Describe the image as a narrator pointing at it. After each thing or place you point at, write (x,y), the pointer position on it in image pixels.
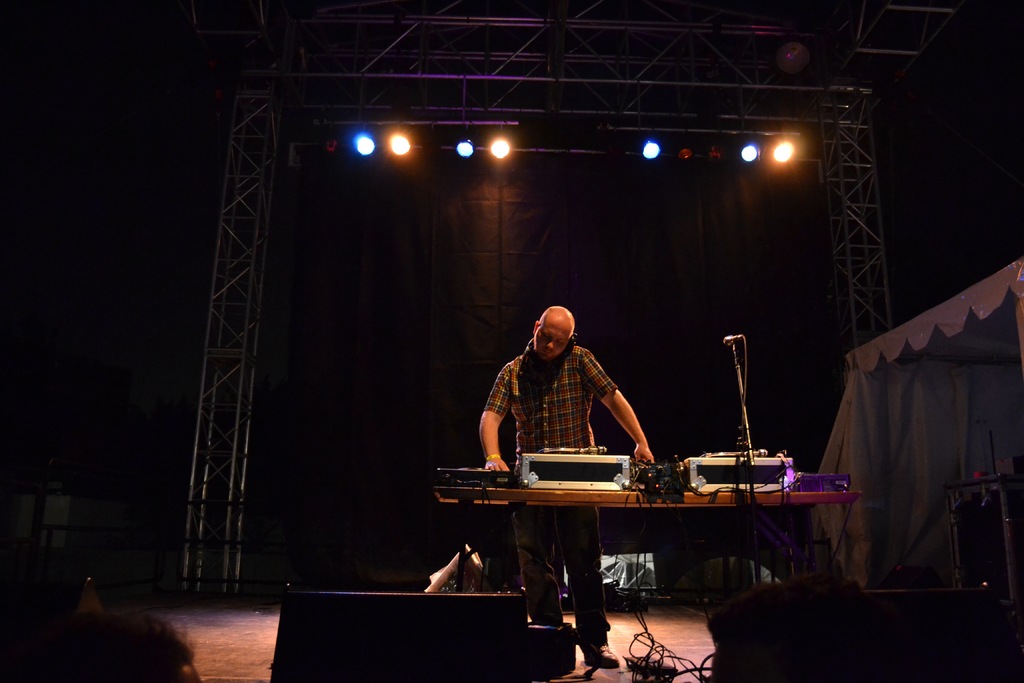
In this image I can see the person (567,379) standing in-front of the table (548,498). On the table (592,499) I can see the music system (616,470) and the mic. At the back (850,375) I can see the tent (848,366) and the lights (464,151) to the metal rod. And there is a black background (407,273).
